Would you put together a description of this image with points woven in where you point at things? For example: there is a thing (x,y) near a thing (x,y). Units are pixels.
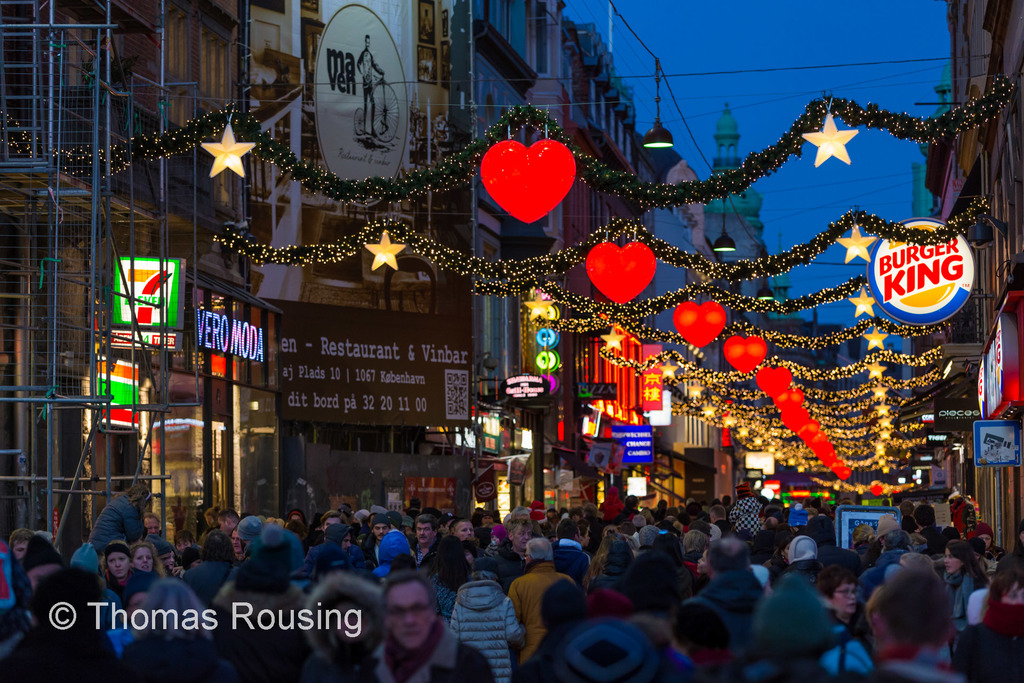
In this image, we can see a crowd (737,541). There are decors (874,376) and lights (754,178) in between buildings (985,136). There is a metal frame (64,338) on the left side of the image (51,316). There is a sky (815,23) in the top right of the image (806,23).
